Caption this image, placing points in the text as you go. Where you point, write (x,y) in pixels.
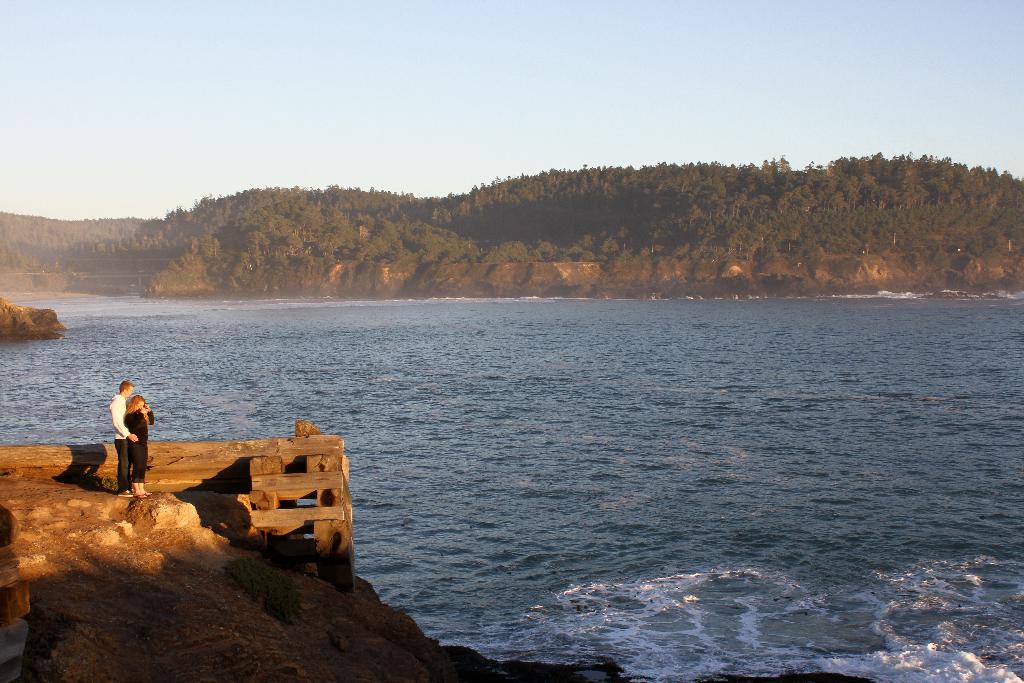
In this image I can see a couple (138,397) standing on the rock (68,487), in-front of them there is some water (583,310) and mountains (905,211).
